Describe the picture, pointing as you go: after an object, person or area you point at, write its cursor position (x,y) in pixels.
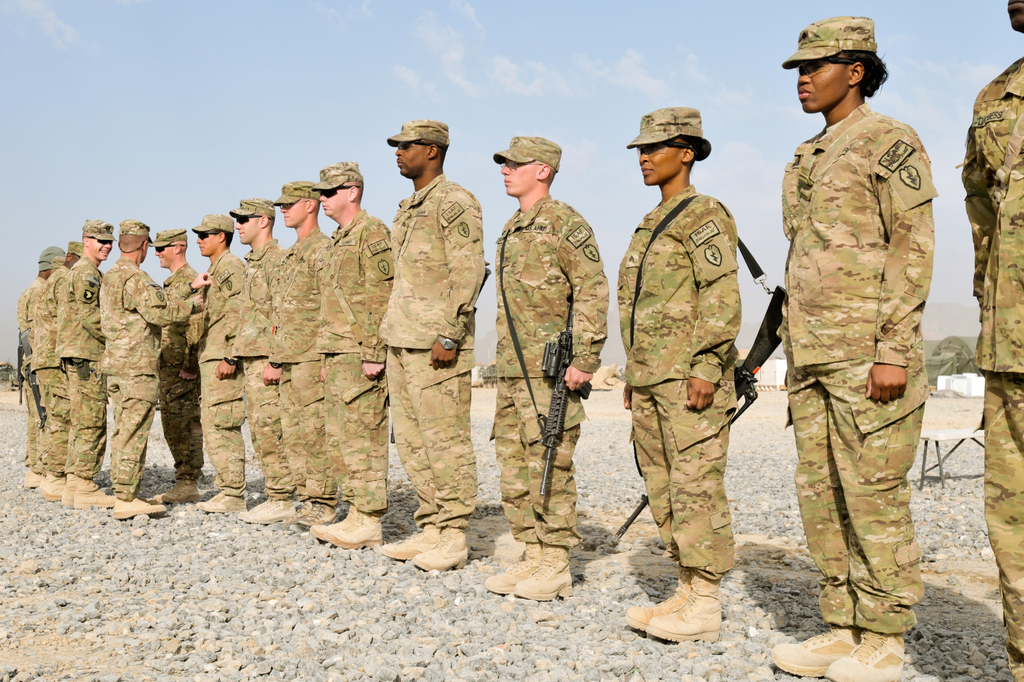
In this image we can see a group of people (1008,376) standing on the ground (333,611) wearing uniforms (360,318). One person (529,286) wearing spectacles (514,167) and a cap (527,156) is holding a gun (560,381) in his hand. In the background (946,436), we can see a table (965,436) and a cloudy sky (582,167).
